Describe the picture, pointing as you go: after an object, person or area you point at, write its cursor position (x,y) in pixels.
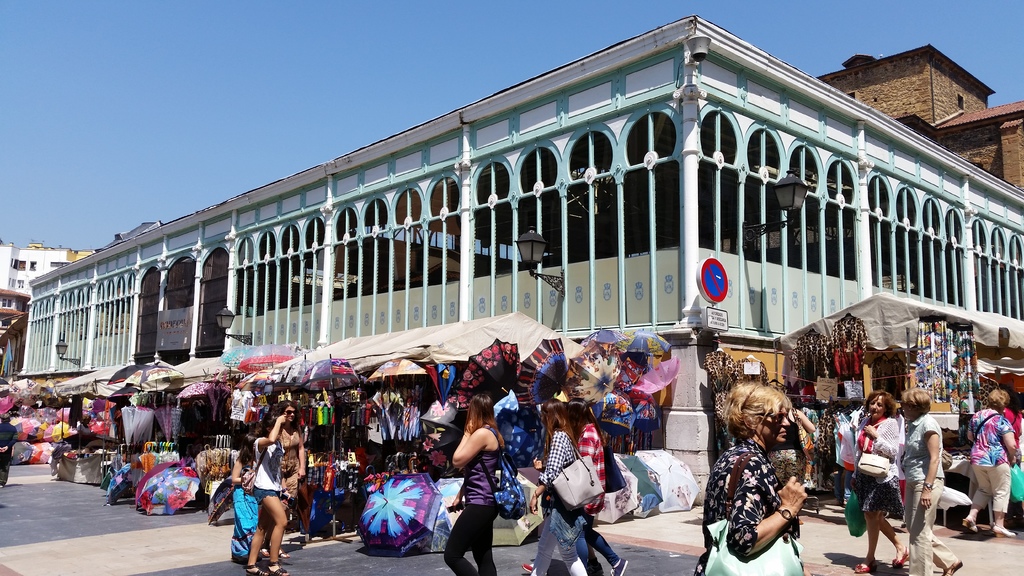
In this image, we can see few houses (999,205), poles (428,279), lights (63,354), walls (919,173). At the bottom (316,428), we can see few stalls (947,436), umbrellas (410,429) and some objects (230,467). Here we can see a group of people (479,554) are walking on the walkway (186,556). Here a woman (741,507) is wearing a bag (721,543). Top of the image (610,31), there is a sky (236,125).
